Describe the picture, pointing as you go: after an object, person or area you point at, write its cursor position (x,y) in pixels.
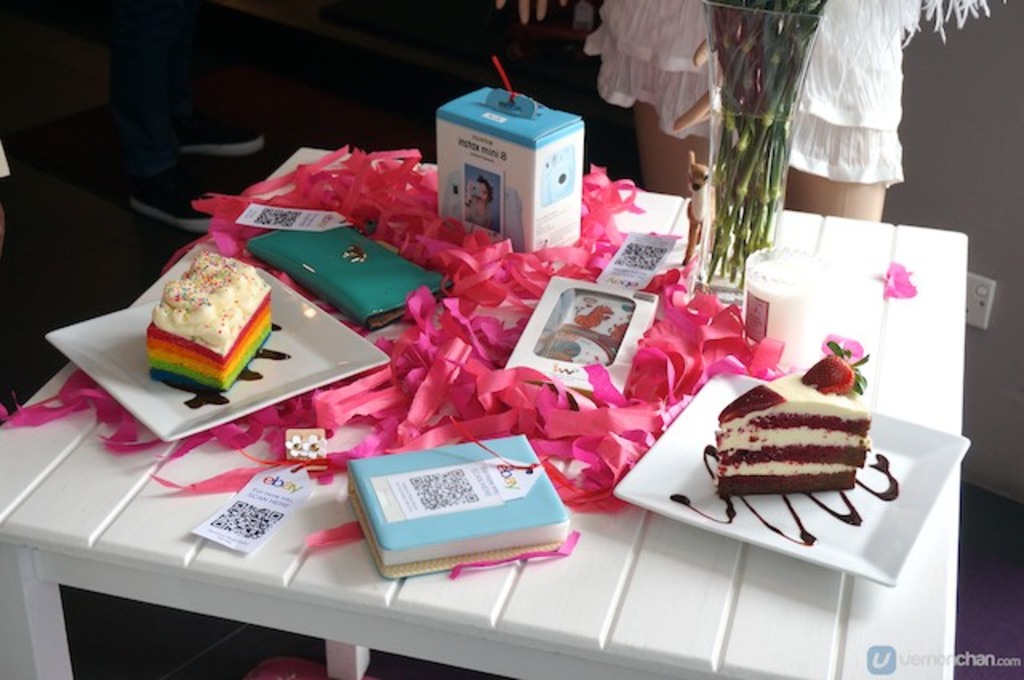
This is a picture consist of a table (83,507) with white color, on the table (67,496) there is a book (424,486) and cake (730,452) kept on the plate (749,538) and there are decorative items (381,397) kept on the table (161,506) and there is a purse (334,250) and there is a box (520,177) kept on the table (673,197). In front of the table (661,200) I can see a person legs (684,157).
